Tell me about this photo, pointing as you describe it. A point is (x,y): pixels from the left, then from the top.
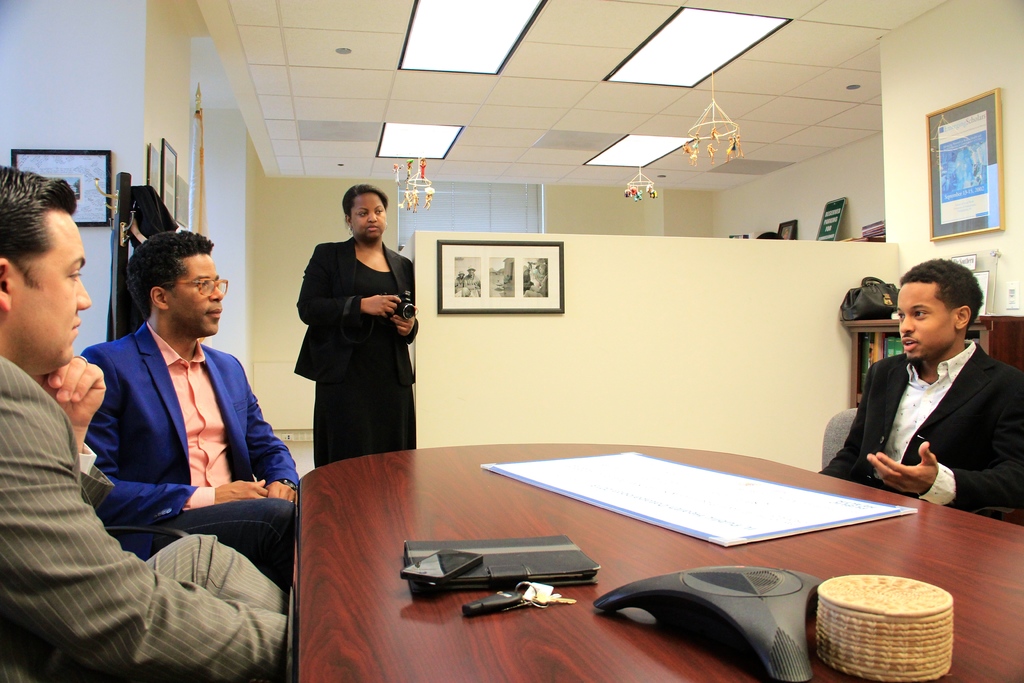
In this image I can see three people (870,409) sitting in-front of the table (578,527). On the table (510,628) there is a keys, mobile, wallet (531,542) and the paper (669,493). Among them one person (343,328) is standing with the camera (408,296). To the right (876,317) there is a bag (873,299) and some objects (865,357) on the cupboard (860,343). In the back ground (441,267) there are frames (471,242) attached to the wall (538,327), lights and the decorative hangings (695,156).
